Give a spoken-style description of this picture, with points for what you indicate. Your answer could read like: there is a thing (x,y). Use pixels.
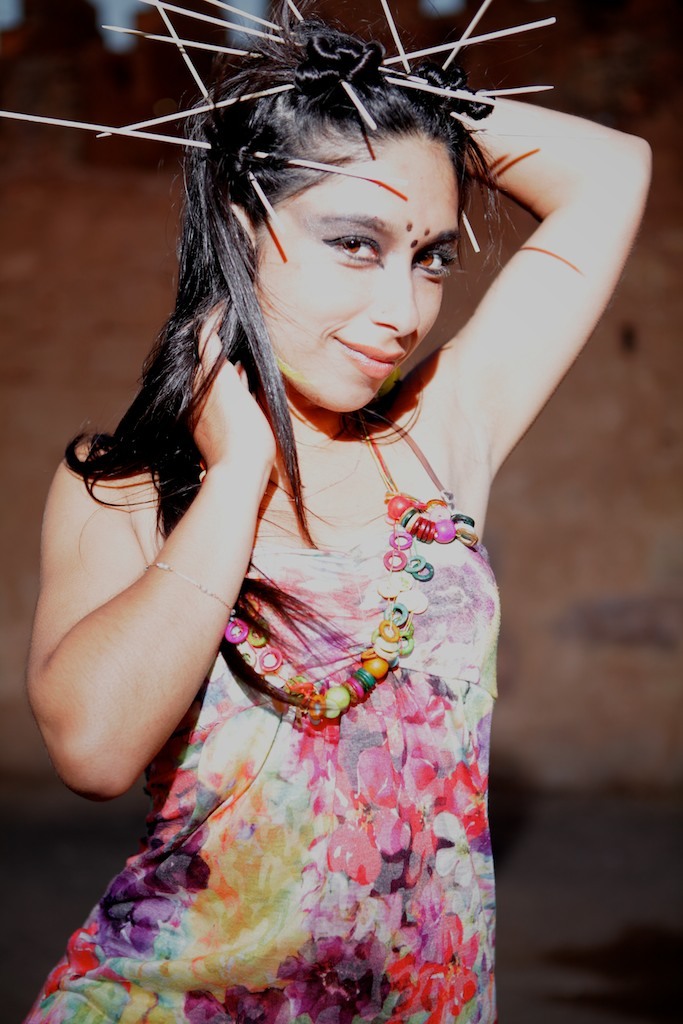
In this image I can see a woman (340,378) smiling. The background (625,532) is blurred.
